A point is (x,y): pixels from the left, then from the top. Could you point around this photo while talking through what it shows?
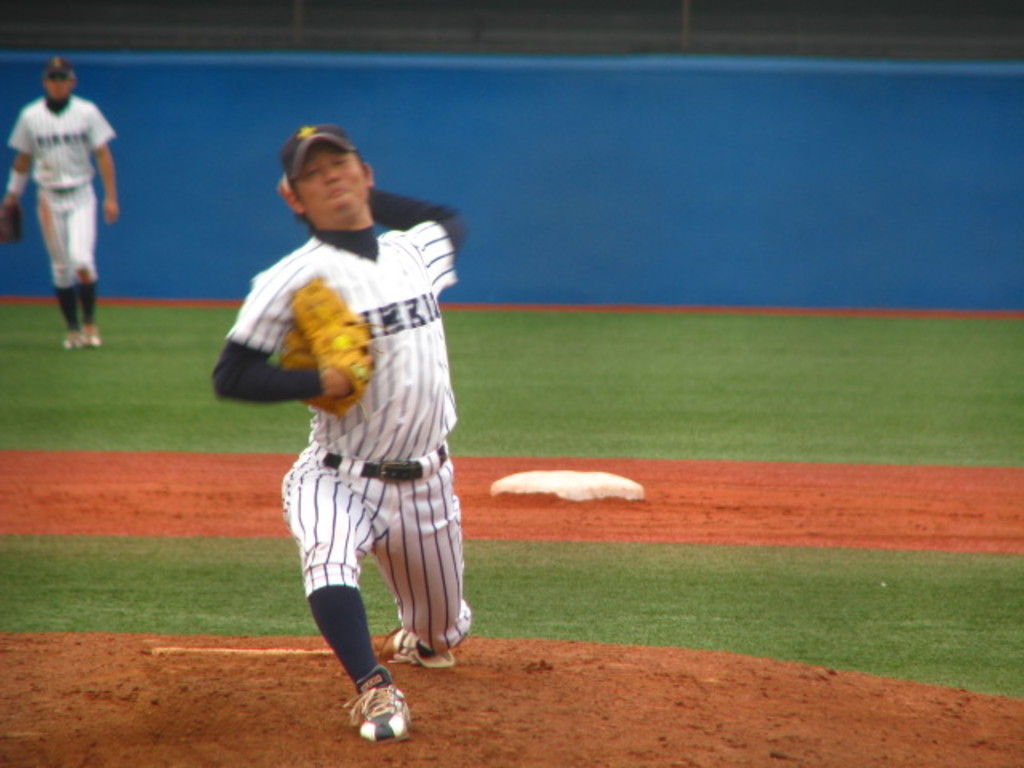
In this image we can see two persons (382,556) on the ground (820,608). Here we can see grass (683,368). In the background (469,250) there is a wall (544,126).
